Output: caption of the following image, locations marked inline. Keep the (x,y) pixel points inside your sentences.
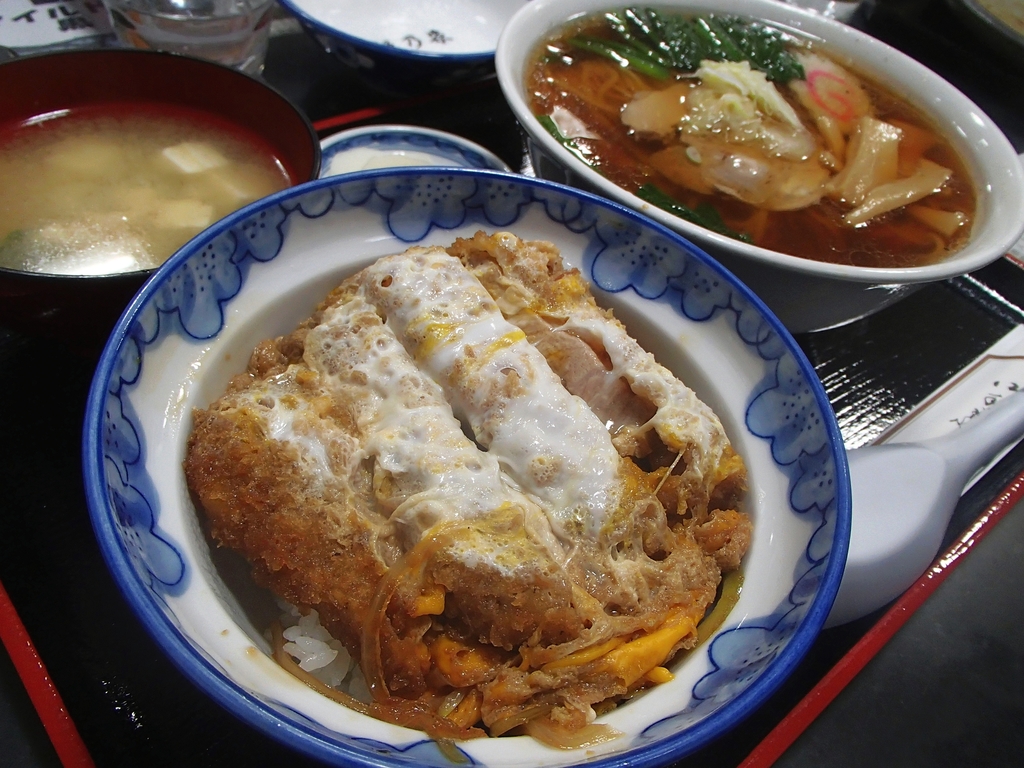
This looks like a tray (880,364). I can see the bowls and a serving spoon (925,494). These bowls (599,244) contain different food items (204,207).
